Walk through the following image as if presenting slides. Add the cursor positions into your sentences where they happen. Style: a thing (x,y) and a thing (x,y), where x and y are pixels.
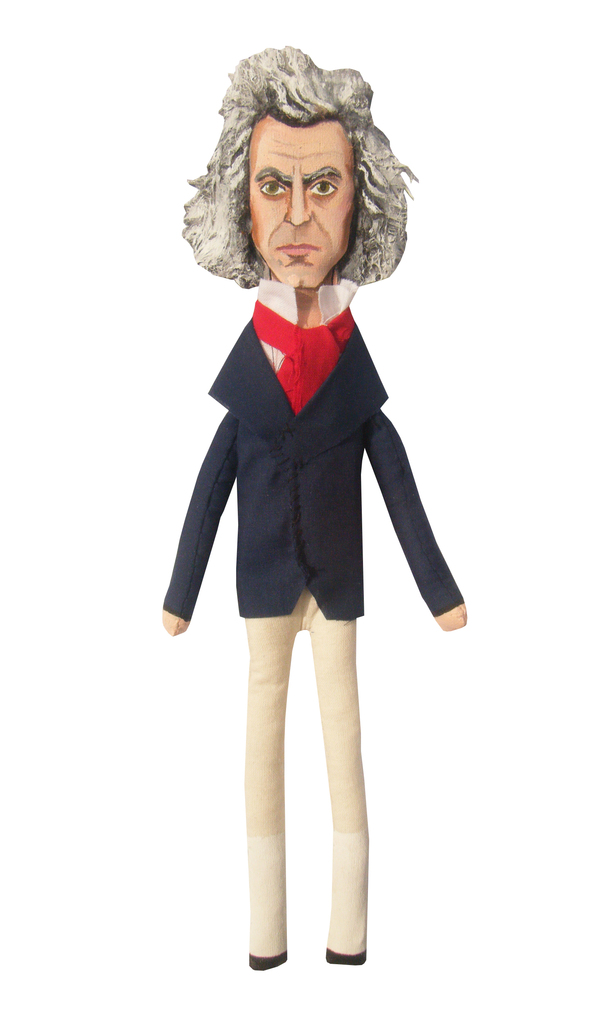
In this picture we can see the toy (297,315) of a person (280,314) wearing a blue coat (267,542) and a cream pant (271,736) with long white hair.
